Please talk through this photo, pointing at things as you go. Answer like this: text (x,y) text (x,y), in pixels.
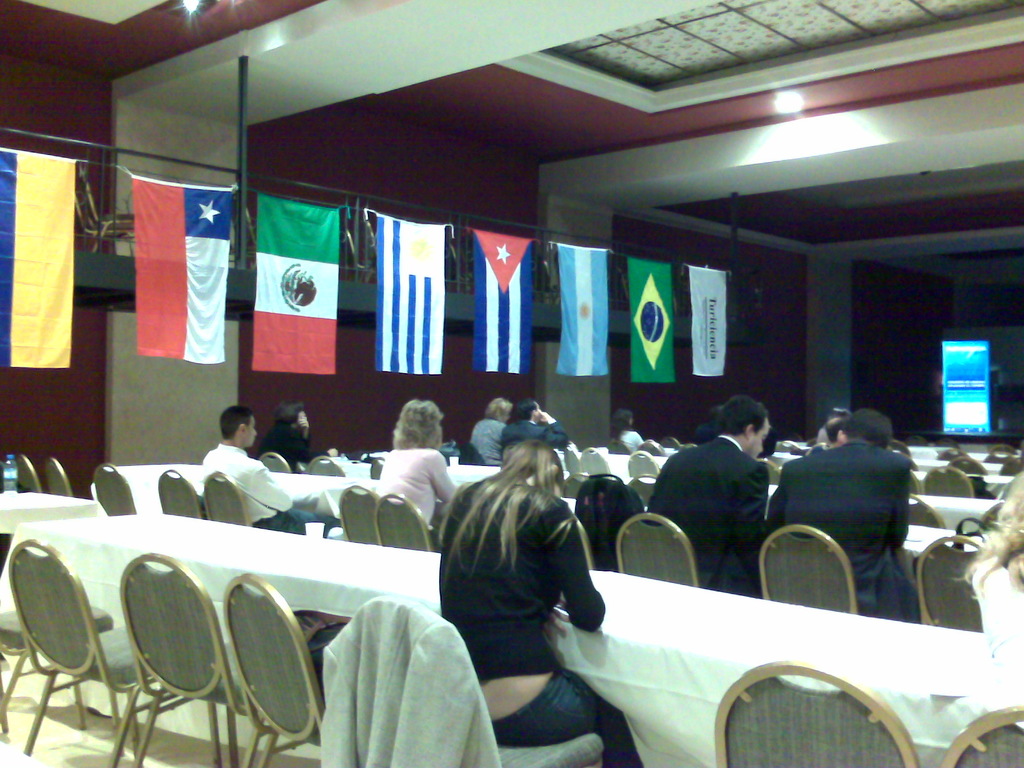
I can see in this image a group of people (664,493) are sitting in front of a table (606,595) which is in white color. I can see there are few flags (292,282) on the left side (327,325).
